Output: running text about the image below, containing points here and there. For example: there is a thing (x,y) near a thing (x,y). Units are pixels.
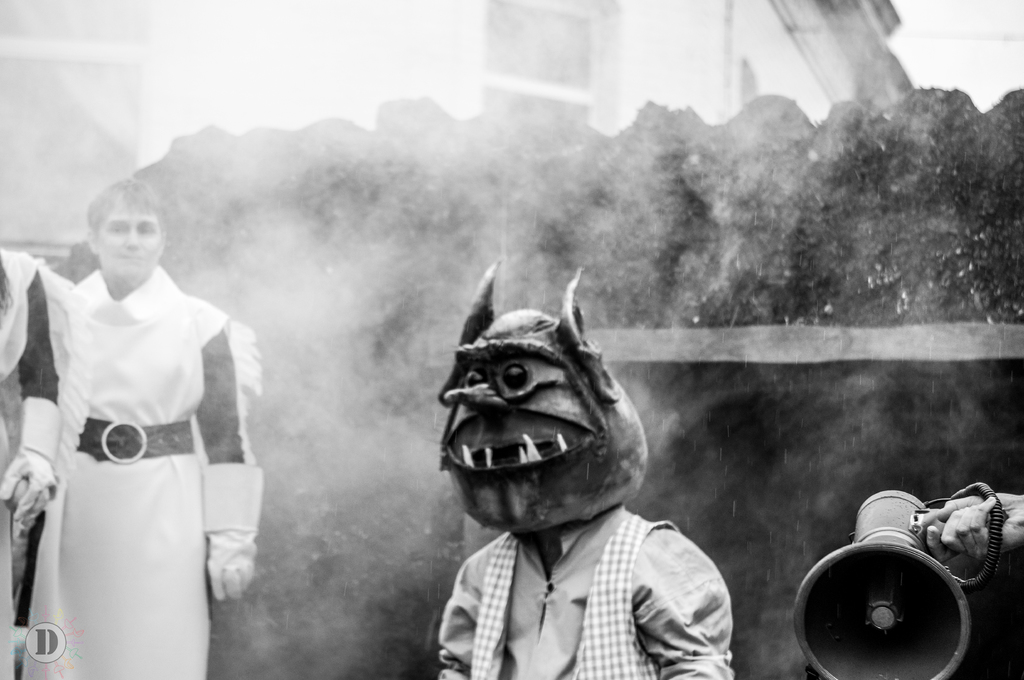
This is a black and white image. In this image we can see person (510,501) wearing mask (527,494) in the center of the image (532,451). On the right side of the image (953,514) we can see persons hand (956,527) and megaphone (872,536). On the left side of the image (125,445) we can see persons (112,542) standing. In the background (413,265) we can see smoke (358,289) and wall (775,354).
